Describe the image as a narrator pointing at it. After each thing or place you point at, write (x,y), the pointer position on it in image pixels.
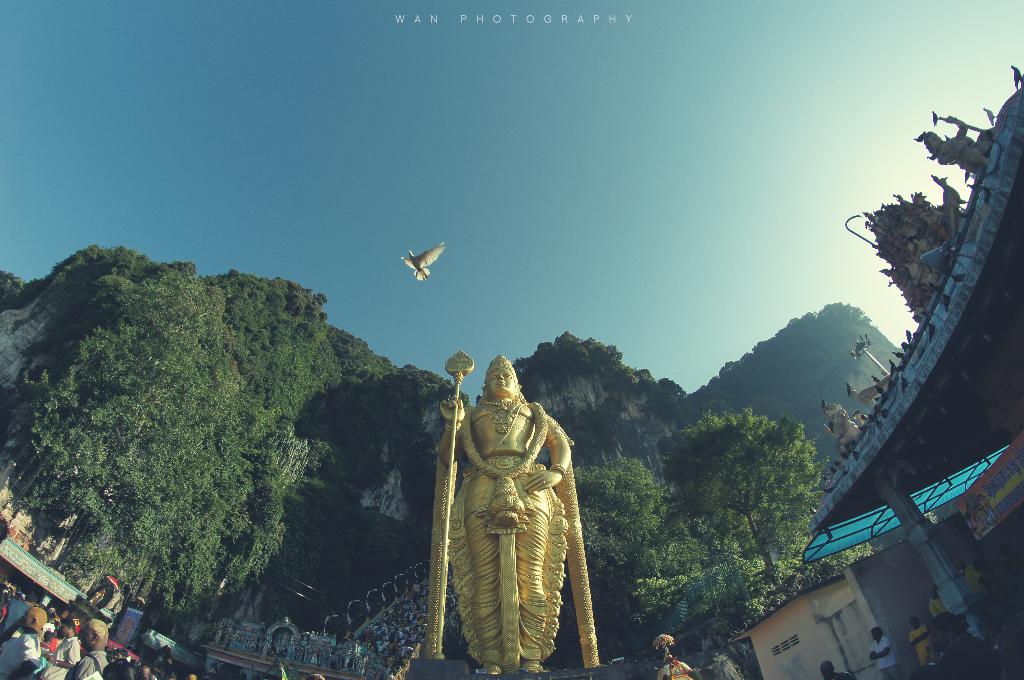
In this image I can see a statue (441,458), background (374,202) I can see few persons (383,679) standing, trees (221,507) in green color, a bird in white color and the sky (576,174) is in blue and white color.
